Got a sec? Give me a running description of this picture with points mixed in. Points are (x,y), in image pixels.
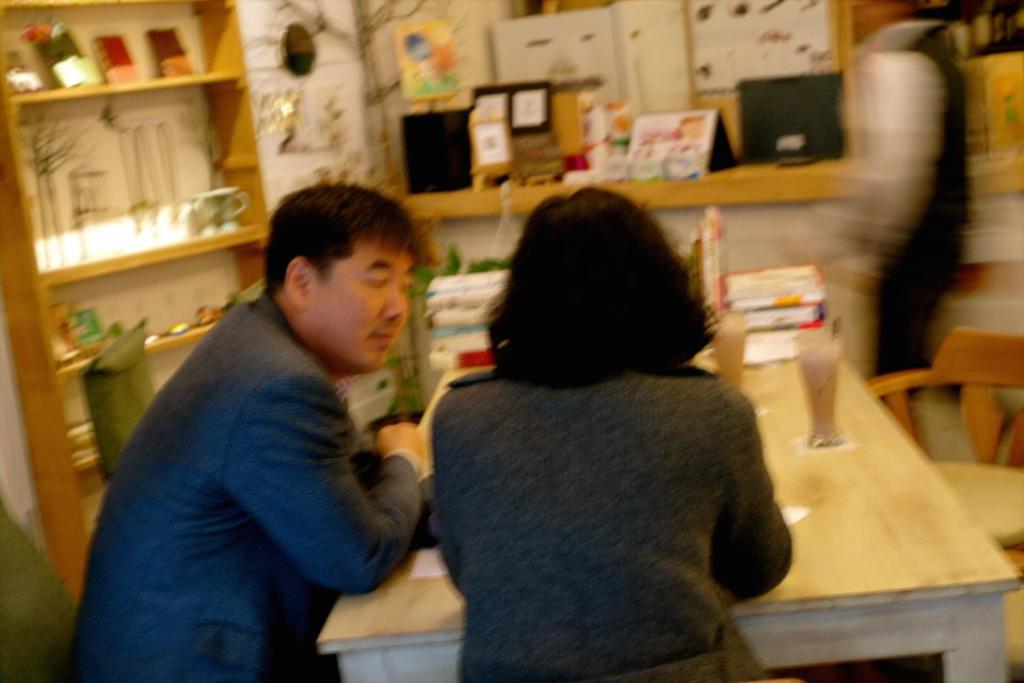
In the image we can see there are people (318,527) who are sitting on chair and on table (847,368) there are juice glasses (839,343) and books (794,298) and on table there are decorative items (559,131) and in shelf (173,258) there are cup (217,205) and other paper items (178,62).
